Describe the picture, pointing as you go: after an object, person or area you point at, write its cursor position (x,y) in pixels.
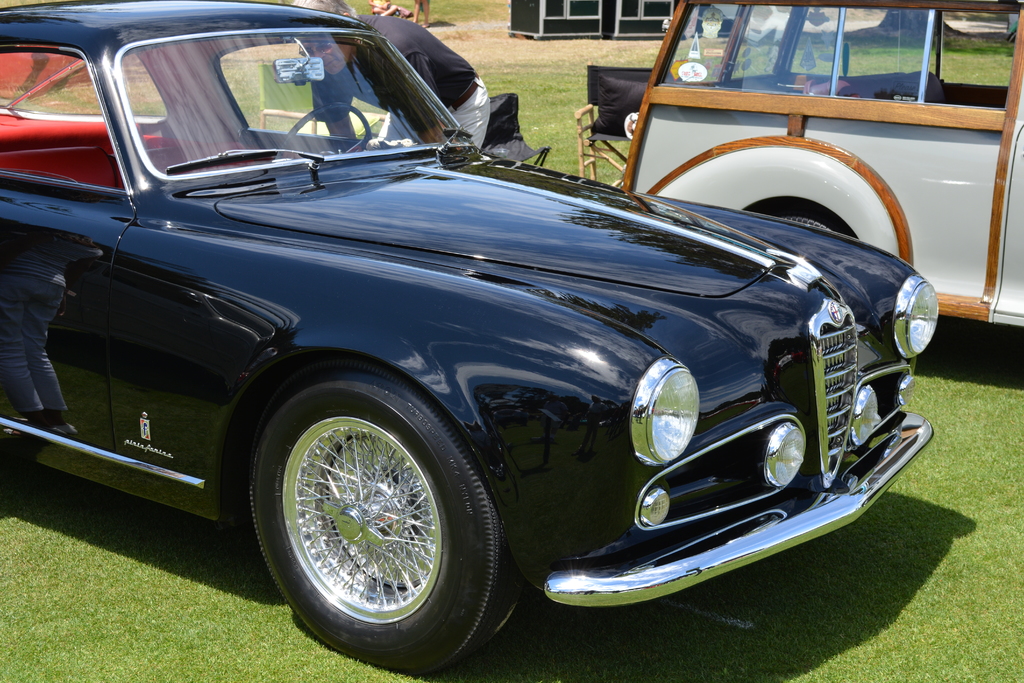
In this picture we can see vehicles (266,203) on the grass (870,640) and chairs (609,161). There is a man (351,103). In the background of the image (616,26) we can see legs (396,3) of persons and black object (594,24).
